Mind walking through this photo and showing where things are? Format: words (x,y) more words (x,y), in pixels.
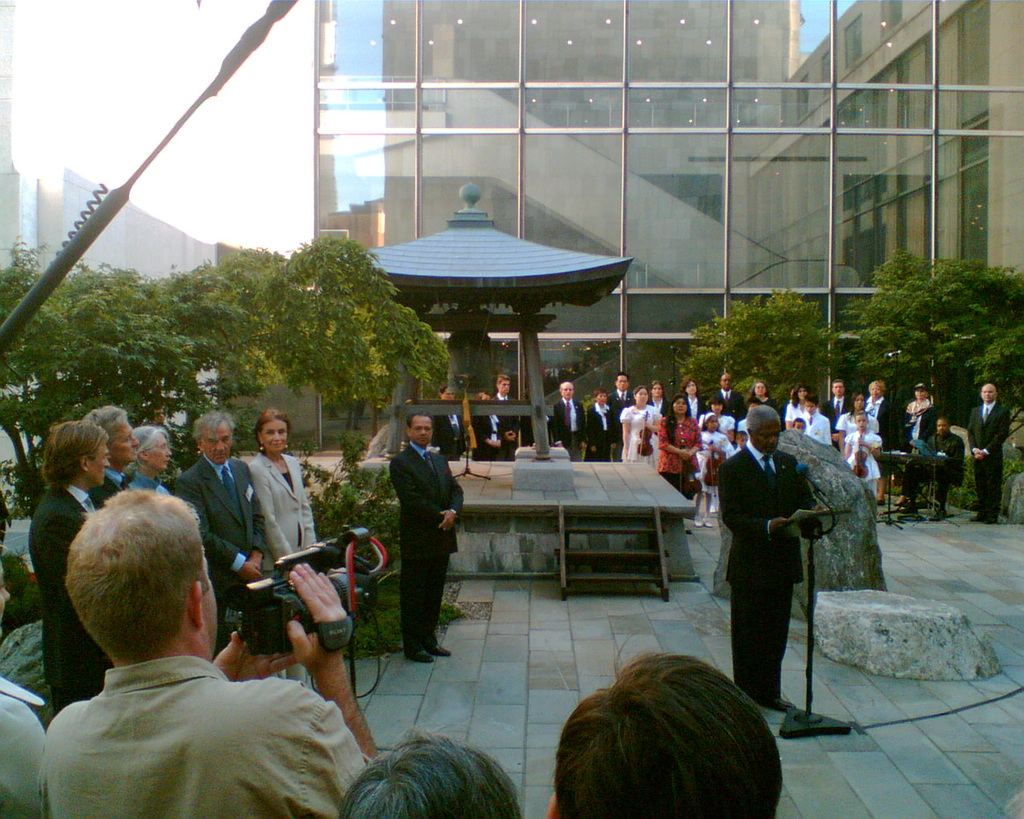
In this picture I can see buildings (355,133), trees (983,322) and few people (631,410) standing and I can see a man (173,665) holding a video camera (277,645) in his hand (289,655) and I can see another man (793,565) standing and speaking with the help of a microphone (816,527).
